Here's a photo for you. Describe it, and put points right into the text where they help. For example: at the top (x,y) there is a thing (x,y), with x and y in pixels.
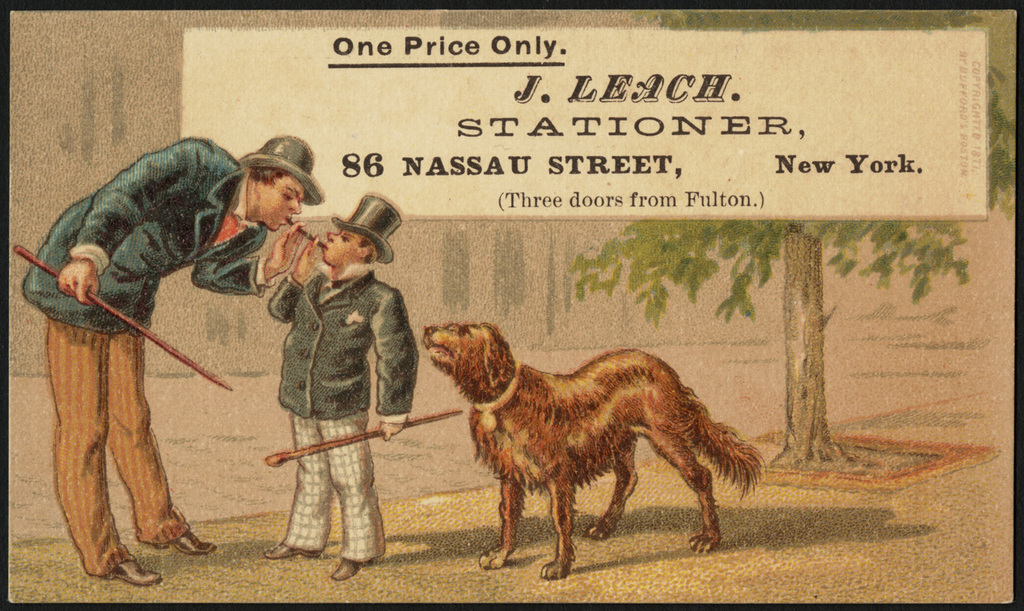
In this image there is a drawing (141,167) which consists of two people (112,355) holding sticks (164,346) and beside it there is an animal (663,420), in the background (623,200) there is some text (450,174) written, behind it there is a tree (761,223).
